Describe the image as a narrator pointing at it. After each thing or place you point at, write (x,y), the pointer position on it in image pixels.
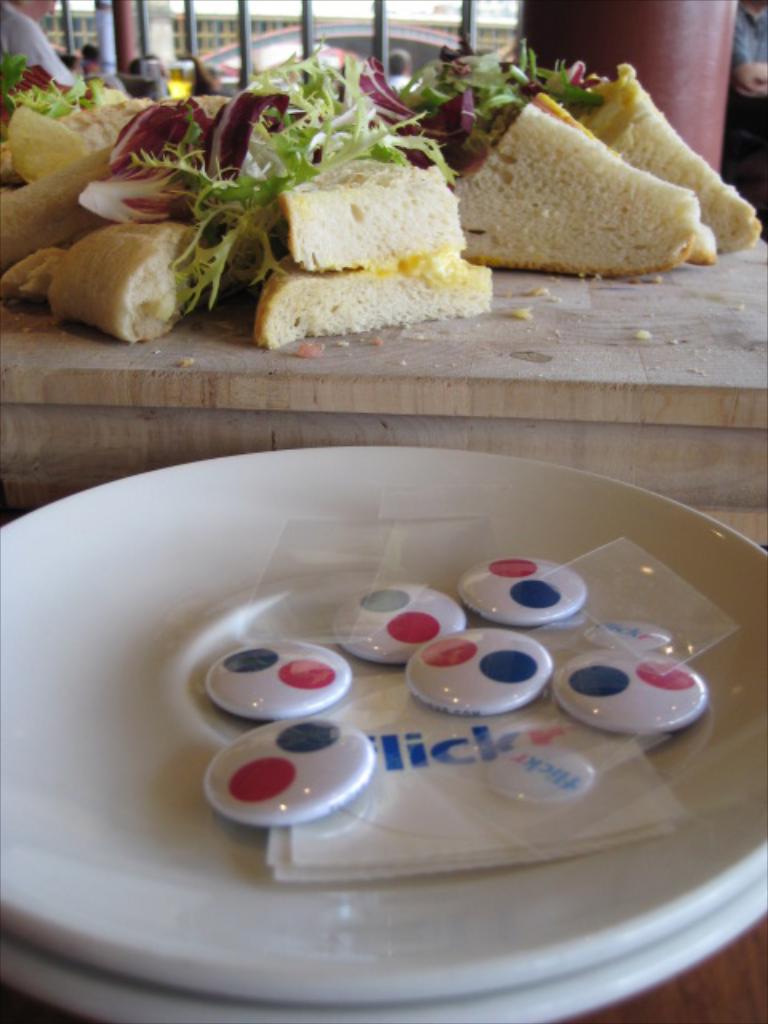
In this picture we can see two plates (515,522) there are some tissues (406,823) and some badges (471,697) in that plate (396,454), in the background (351,317) we can see some slices of breads (366,225) and food (365,201), we can see one person (15,41) here, in the background (208,24) we can see a building (219,32).
